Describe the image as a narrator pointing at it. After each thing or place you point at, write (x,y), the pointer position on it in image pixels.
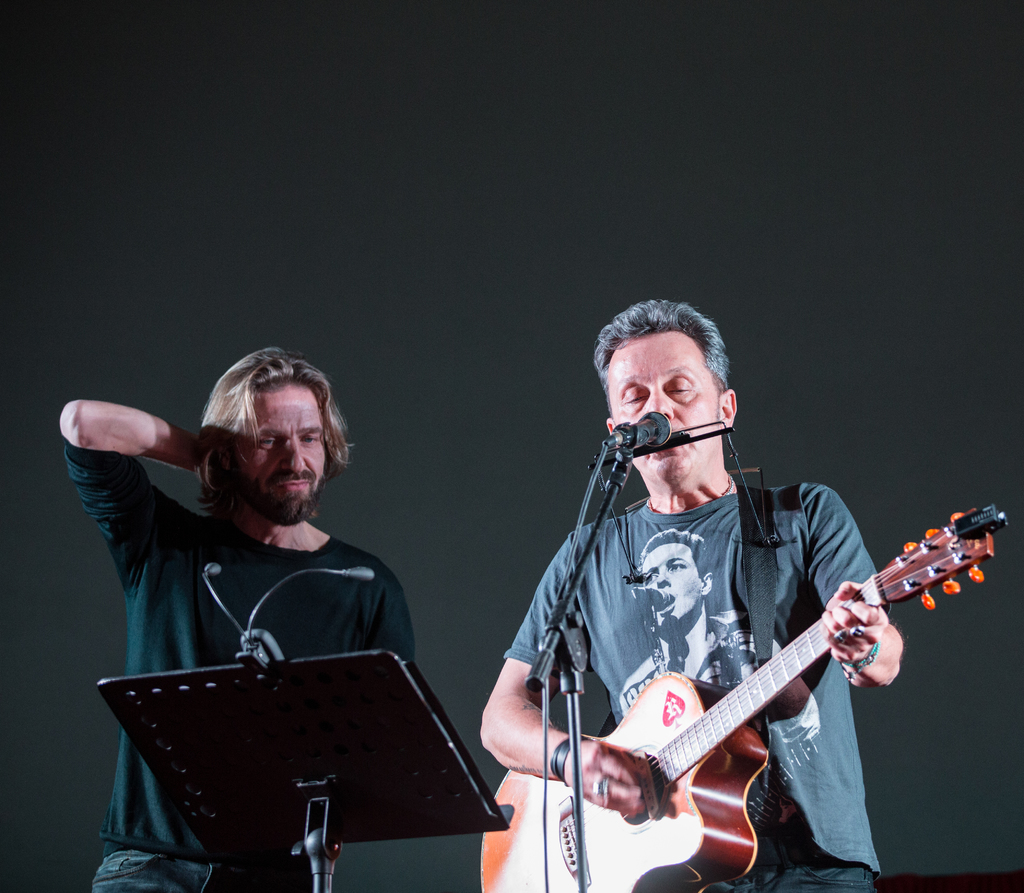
This image consists of two people (696,423). The one who is on the right side (718,575) is playing guitar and singing something. There is a stand (318,739) in front of them. Left side (219,648) one is wearing dark green shirt (232,629).
